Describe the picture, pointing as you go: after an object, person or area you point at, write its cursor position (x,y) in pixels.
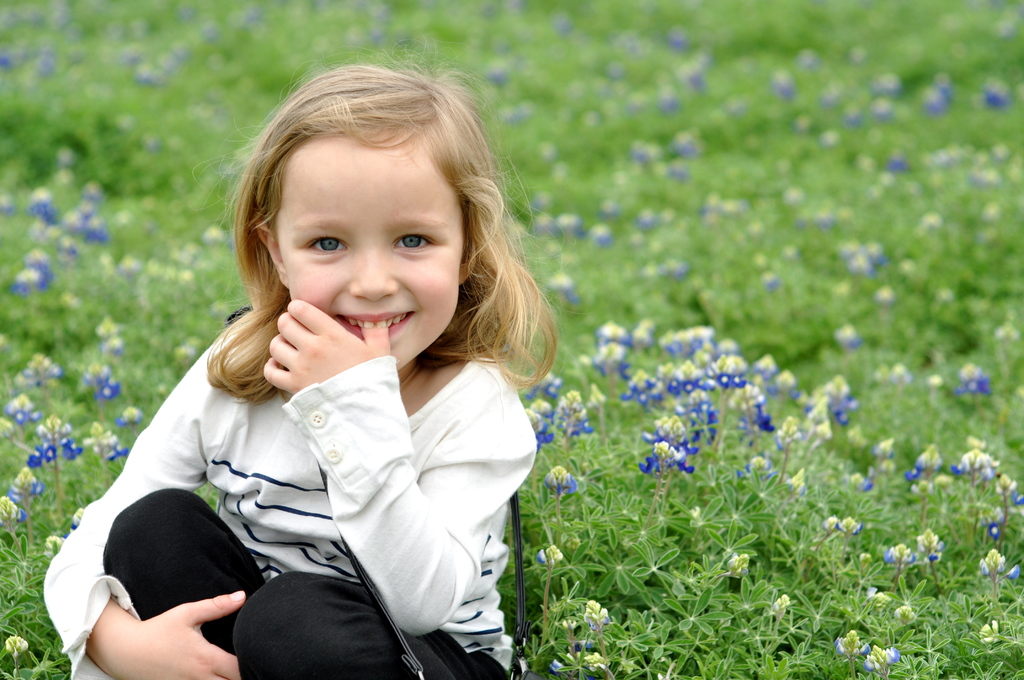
In this picture we can see a kid (322,410) sitting and smiling, at the bottom (666,468) there are some plants (865,414) and flowers (743,411).
